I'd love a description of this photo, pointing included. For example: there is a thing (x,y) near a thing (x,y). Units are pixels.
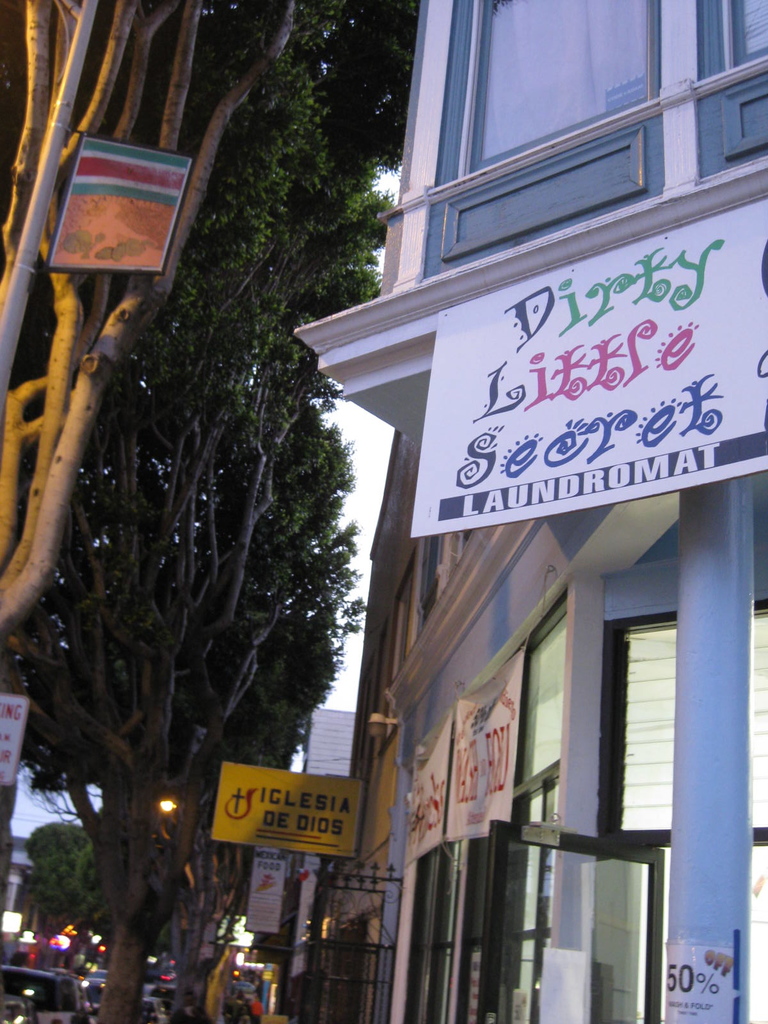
In the center of the image (260,592) there are trees (181,654). On the right (684,729) there is a building (640,527) and we can see a board (593,434) on it. At the bottom (65,996) there are cars (99,982).
